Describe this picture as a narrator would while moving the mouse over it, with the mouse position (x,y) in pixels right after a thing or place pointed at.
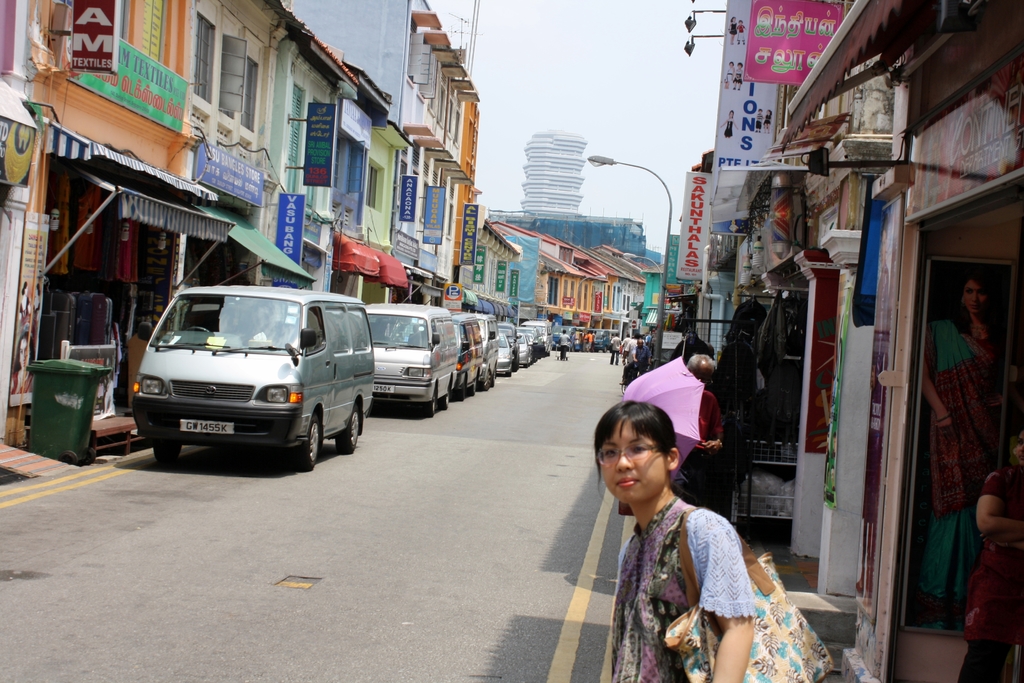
In this image we can see a group of buildings (289,77) with windows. We can also see the sign boards (247,188) with some text (321,174) on them, a trash bin (94,401), some vehicles (133,402) and a group of people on the ground (168,523), an umbrella (655,392), a photo frame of a person (952,384) on a wall (902,335), a street pole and the sky (626,204). In the foreground (641,423) we can see a woman (642,410) wearing a bag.
